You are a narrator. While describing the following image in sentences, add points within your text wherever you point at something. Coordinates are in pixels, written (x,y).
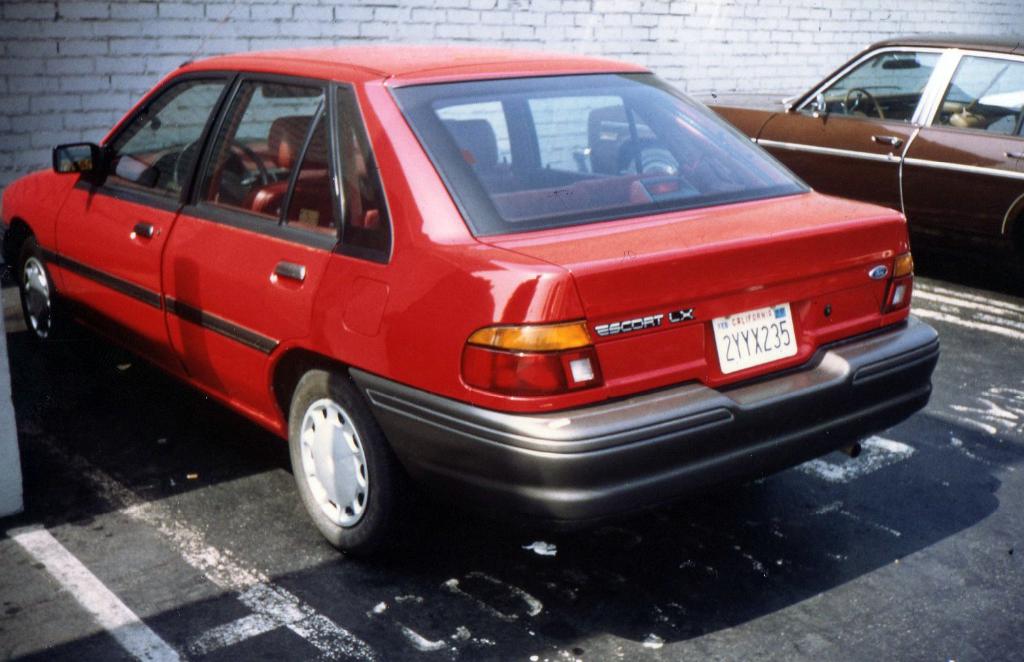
In this image I can see few cars (709,239) and here I can see few numbers (755,343) are written on this board (737,361). I can also see white lines (136,640) on road (820,474) and in background (154,17) I can see white colour wall (467,43).
